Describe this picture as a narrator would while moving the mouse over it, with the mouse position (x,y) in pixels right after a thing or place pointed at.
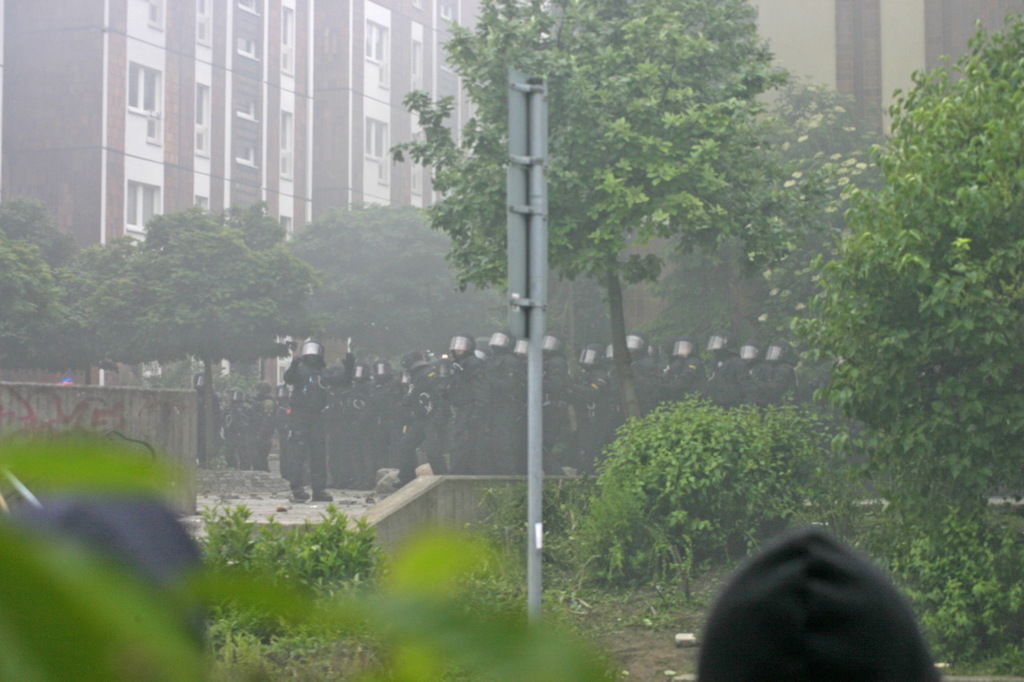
This picture is clicked outside. In the foreground (473,533) we can see the plants (679,479), pole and some other objects (478,519). In the center (492,438) we can see the group of persons (410,403) wearing helmets (503,344) and standing. In the background (359,204) we can see the trees (252,219), buildings (134,97) and some other objects (106,398).
